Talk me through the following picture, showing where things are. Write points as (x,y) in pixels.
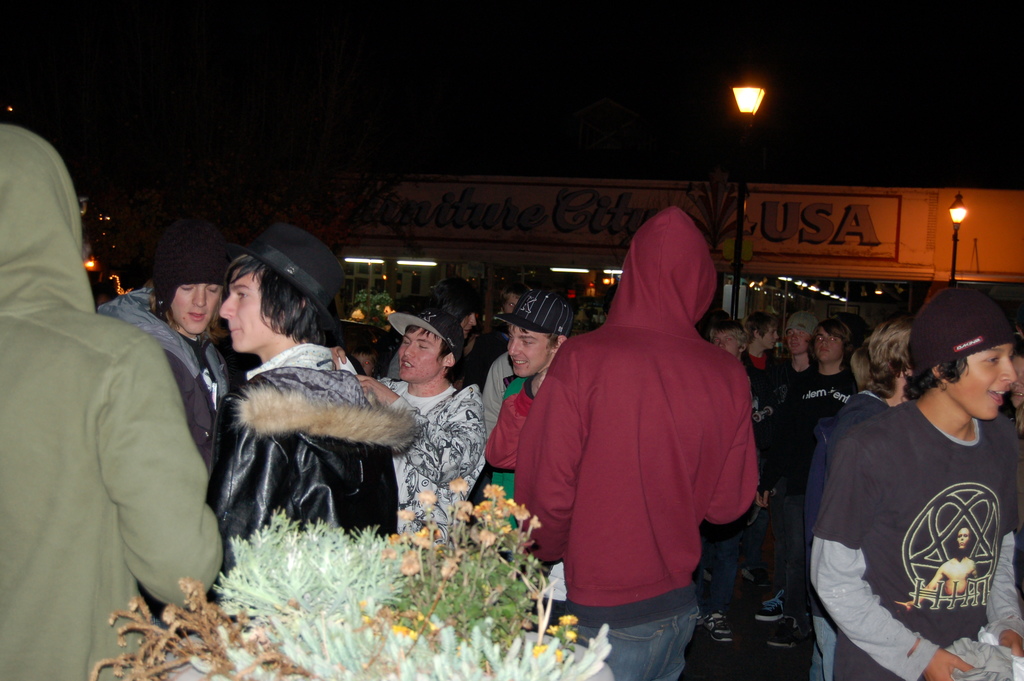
In the picture we can see some people (672,354) are standing and near them, we can see some plants (353,613) and in the background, we can see two poles (737,308) with lamps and behind it we can see a part of the building (714,253).
